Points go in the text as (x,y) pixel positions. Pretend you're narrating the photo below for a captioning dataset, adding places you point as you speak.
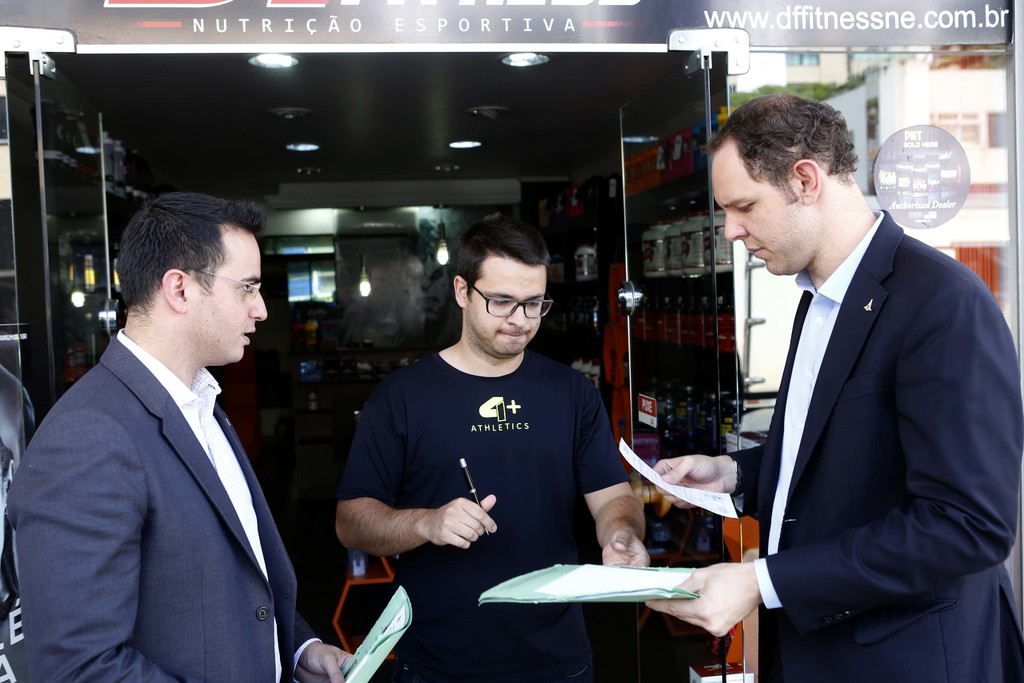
In this image there are three persons (676,471) and two persons (775,554) are holding files (674,583) and one person (503,471) is holding pen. In the background (73,139) we can see a glass door (665,237) and some bottles (697,257) arranged in shelves (690,413). Lights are also visible in this image.
